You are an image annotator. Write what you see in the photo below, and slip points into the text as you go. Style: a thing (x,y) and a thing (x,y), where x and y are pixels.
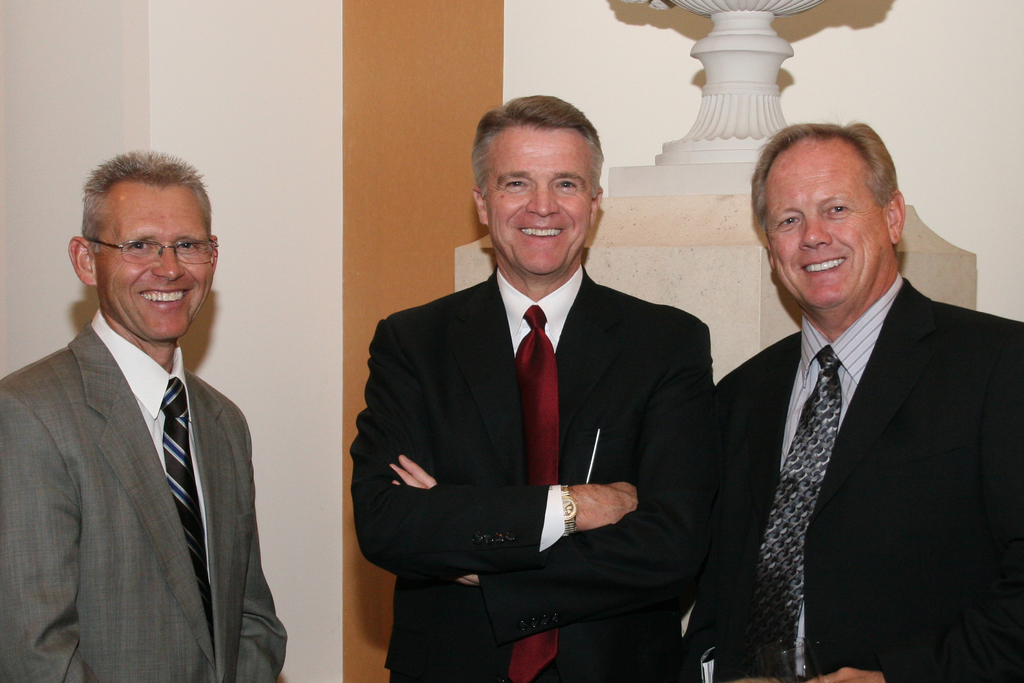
This picture is clicked inside. In the foreground (172,346) we can see the three persons (555,343) wearing suits (212,438), smiling and standing. In the background (954,96) there is a wall (506,56) and we can see the sculpture (736,91) of some object (719,142).
